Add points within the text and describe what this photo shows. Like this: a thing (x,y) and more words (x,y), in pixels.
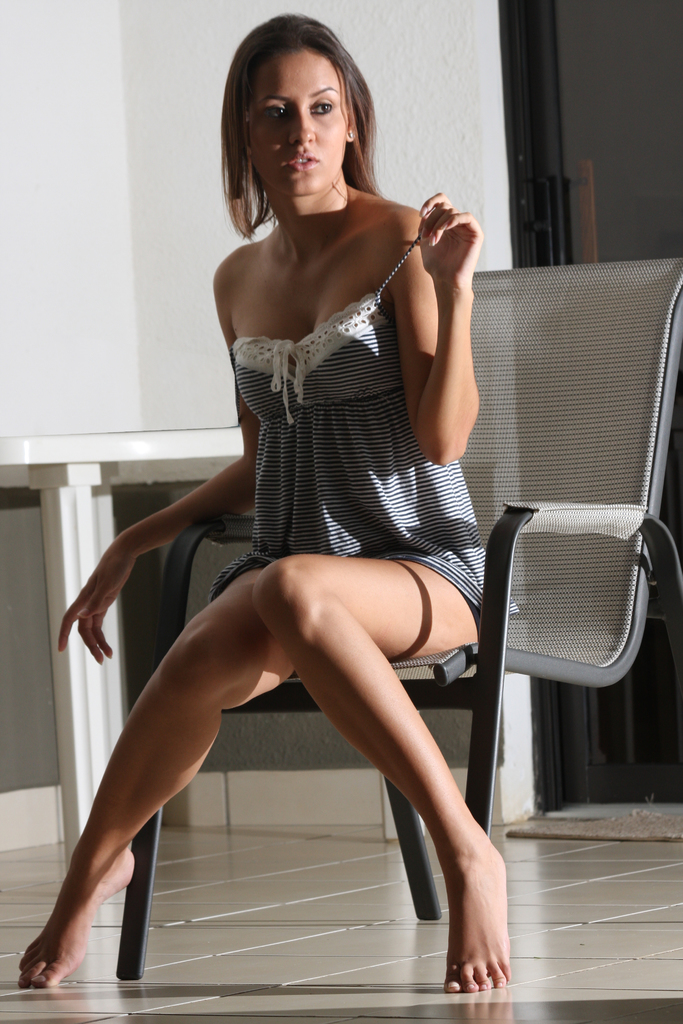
A woman (114,799) is sitting in the chair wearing the dress (436,537).
